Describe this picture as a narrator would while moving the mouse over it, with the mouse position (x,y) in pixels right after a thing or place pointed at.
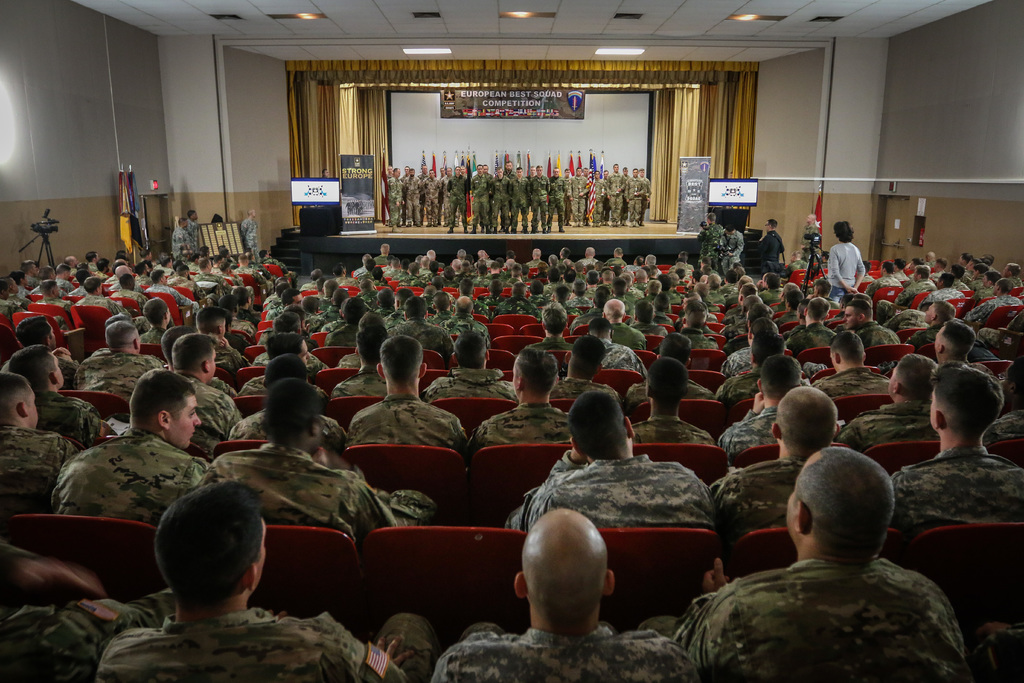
It is an auditorium (339,232) and inside the auditorium (293,209) there are many soldiers (22,441) sitting in the chairs (875,294) and in front of them on the stage (285,243) there are group of soldiers (542,190) standing and behind them there are different countries flags (550,156) and in the background (652,80) there is a screen (409,95) and gold curtain (508,80) beside the screen (400,130).
